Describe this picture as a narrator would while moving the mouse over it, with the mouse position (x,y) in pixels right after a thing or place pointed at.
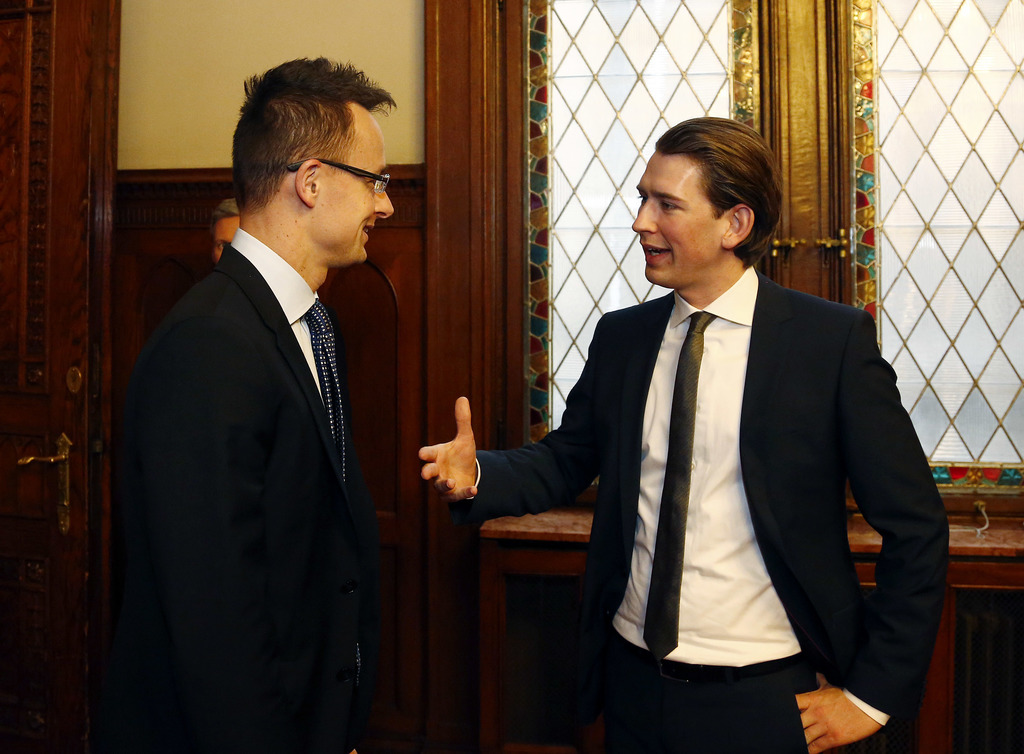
In this image we can see three persons (302,337), also we can see the wall (429,401), windows (614,134), and a door (67,182).
